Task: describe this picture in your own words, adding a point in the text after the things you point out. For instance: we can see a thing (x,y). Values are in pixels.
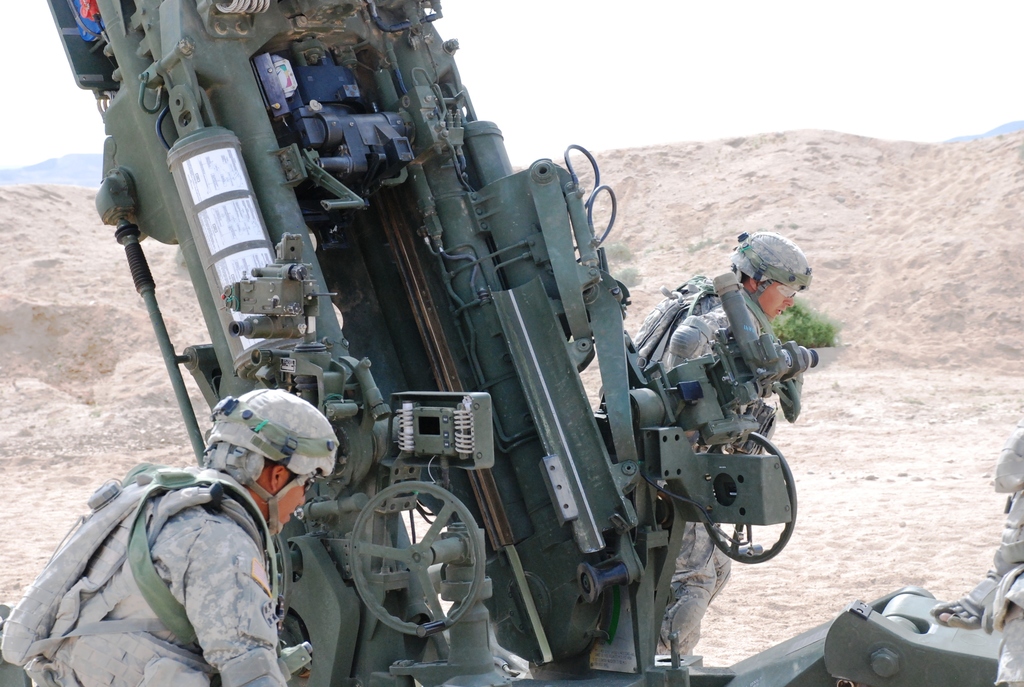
In the image I can see two people (236,502). I can see a vehicle (318,406). In the background (65,304), I can see it looks like a mountain (819,217). I can see the sky (560,88).
